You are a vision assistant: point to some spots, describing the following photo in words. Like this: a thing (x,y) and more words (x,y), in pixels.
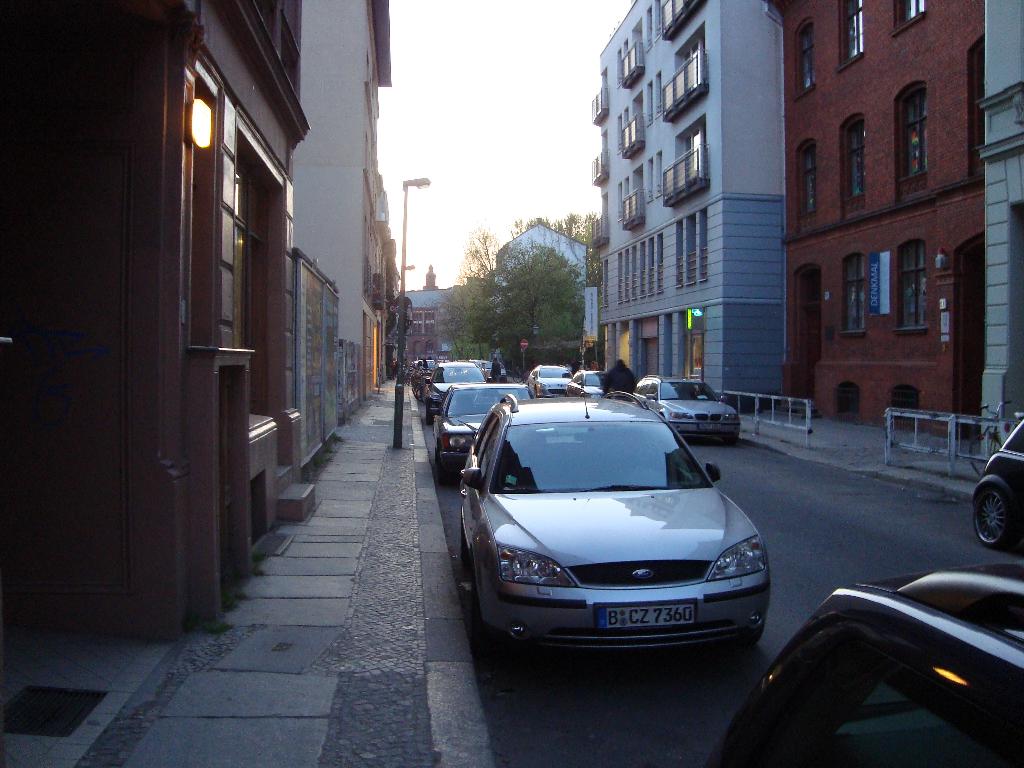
This is an outside view. On the right side (740,606) there are few cars (845,669) on the road (664,672). On both sides of the road (676,661) there are buildings (95,480). On the left side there is a light pole (402,441) on the footpath (343,547). In the background (491,308), I can see buildings (429,309) and trees (510,303). At the top of the image (515,75) I can see the sky (478,90).
